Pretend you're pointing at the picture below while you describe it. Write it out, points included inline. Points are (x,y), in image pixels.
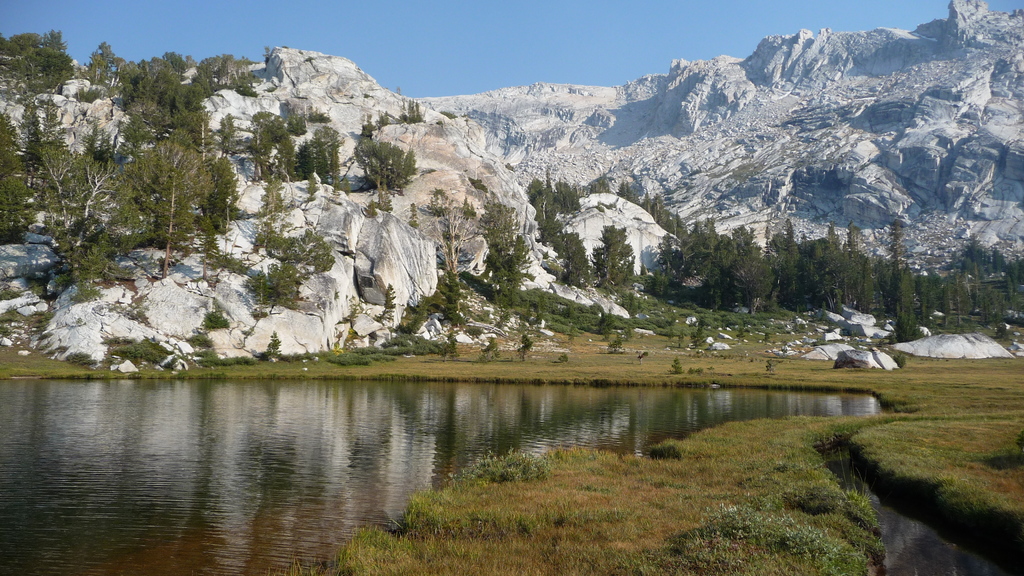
In this picture we can see grass (611,461), water (583,430), few trees (523,338) and hills (614,149).
